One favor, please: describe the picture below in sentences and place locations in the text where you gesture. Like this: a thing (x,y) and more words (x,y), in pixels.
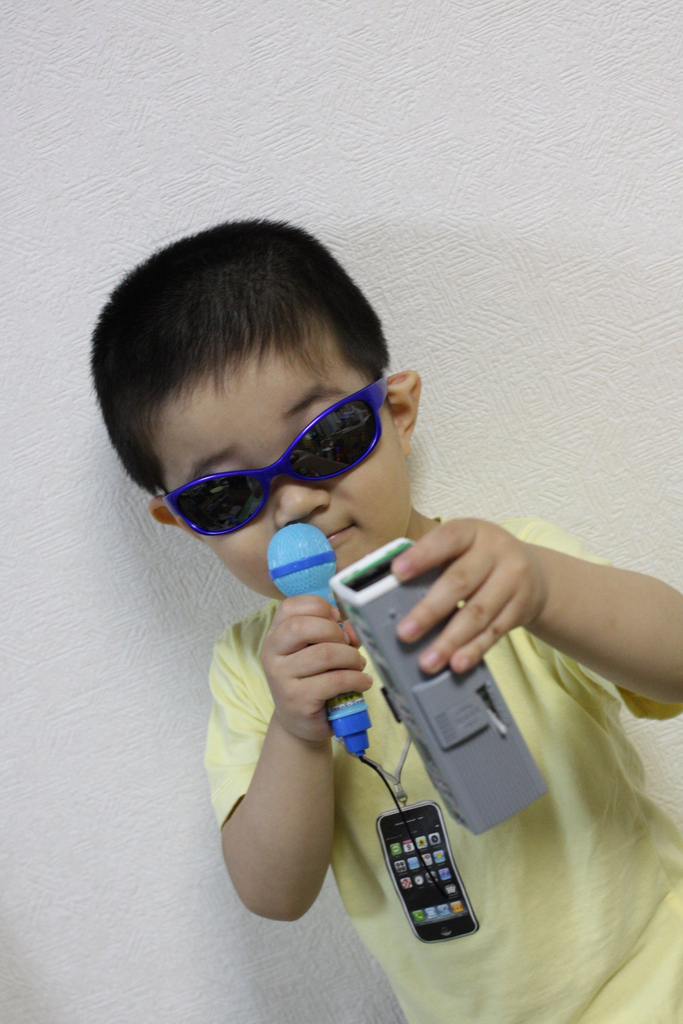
A boy (545,990) is standing wearing goggles (253,514) and holding a blue microphone (356,695) and an object (471,753) in his hand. There is a white wall (18,648) behind him.
